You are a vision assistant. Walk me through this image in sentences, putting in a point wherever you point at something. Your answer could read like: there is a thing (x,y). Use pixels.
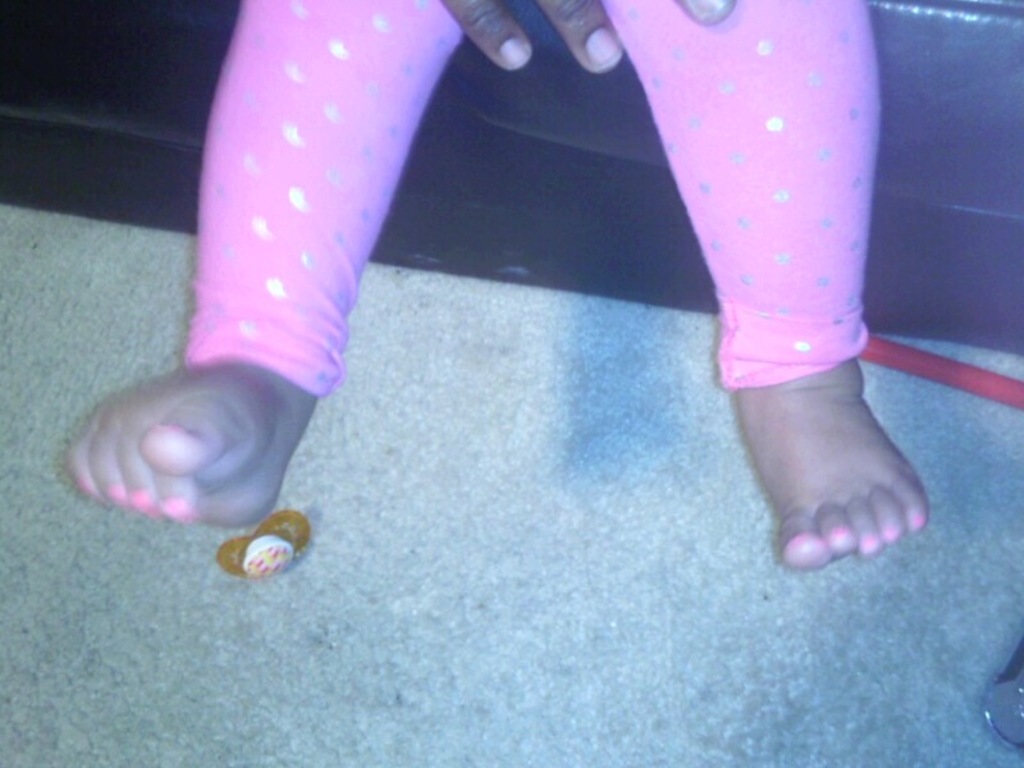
Here we can see a person legs (321,271), three hand fingers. On the floor (224,531) there are objects (261,558) and this is a sofa (603,152).
